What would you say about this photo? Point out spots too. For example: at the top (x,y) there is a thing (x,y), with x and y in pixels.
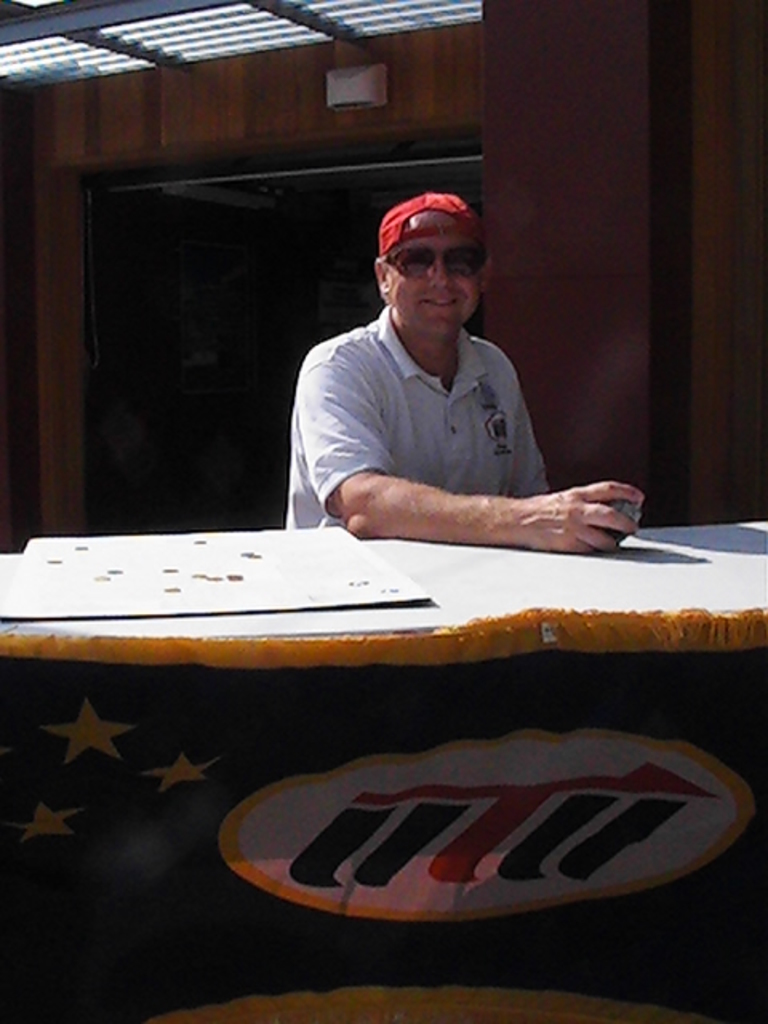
In this picture there is a man (399,406) in white shirt (382,420) and Red Hat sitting on the chair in front of the table (284,692) on which there is a sheet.
